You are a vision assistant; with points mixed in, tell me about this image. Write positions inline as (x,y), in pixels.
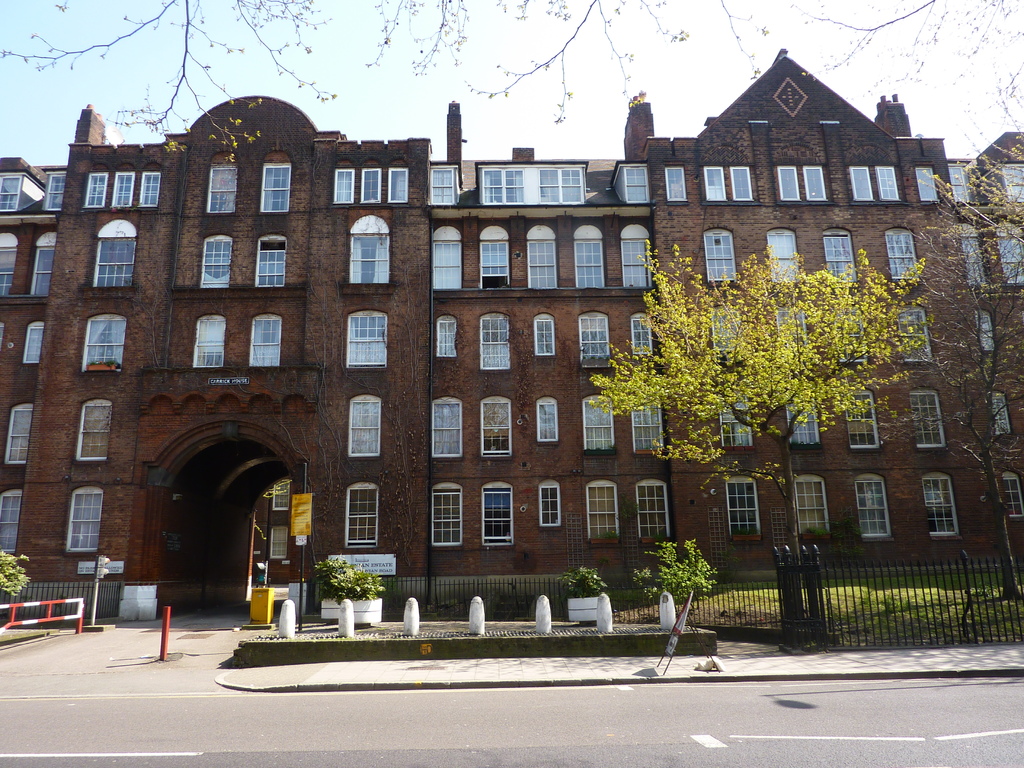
At the center of the image (527,276) there is a building (469,340), in front of the building (372,397) there are poles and stones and there are trees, plants (597,589) and grass (839,589) surrounded with fencing (813,585). In the background (595,17) there is a sky (463,99).
